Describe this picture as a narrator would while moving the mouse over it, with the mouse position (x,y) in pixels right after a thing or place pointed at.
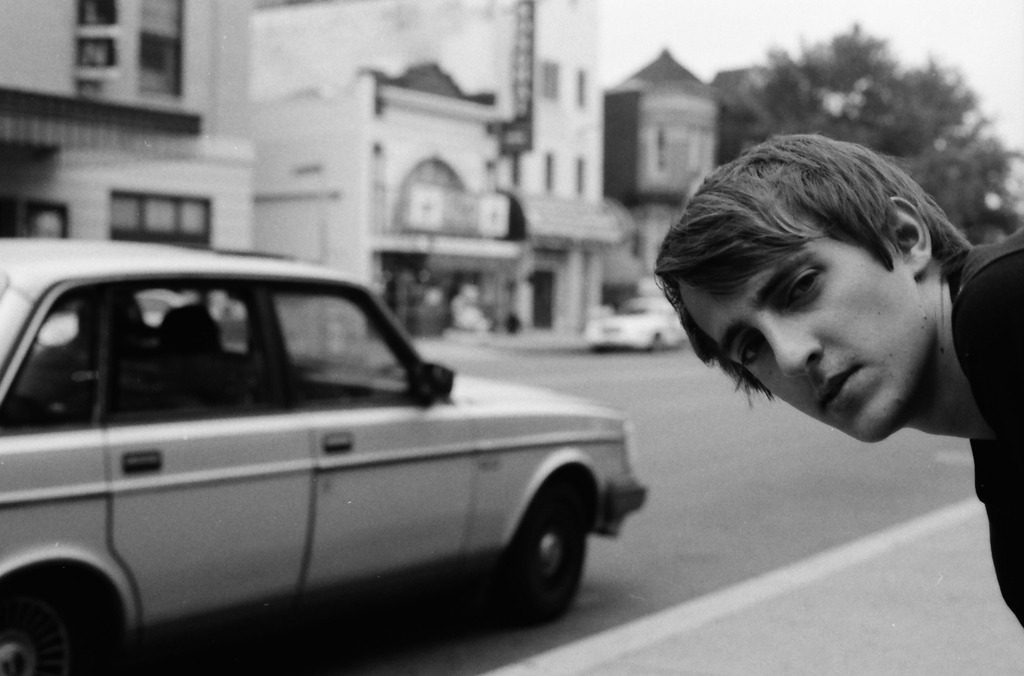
This is a black and white image. On the right side of the image (704,264) we can see person (821,310). On the left side of the image (299,492) we can see car (277,534) on the road (322,623). In the background (847,95) we can see vehicle (614,332), trees (803,99) and sky (707,56).
